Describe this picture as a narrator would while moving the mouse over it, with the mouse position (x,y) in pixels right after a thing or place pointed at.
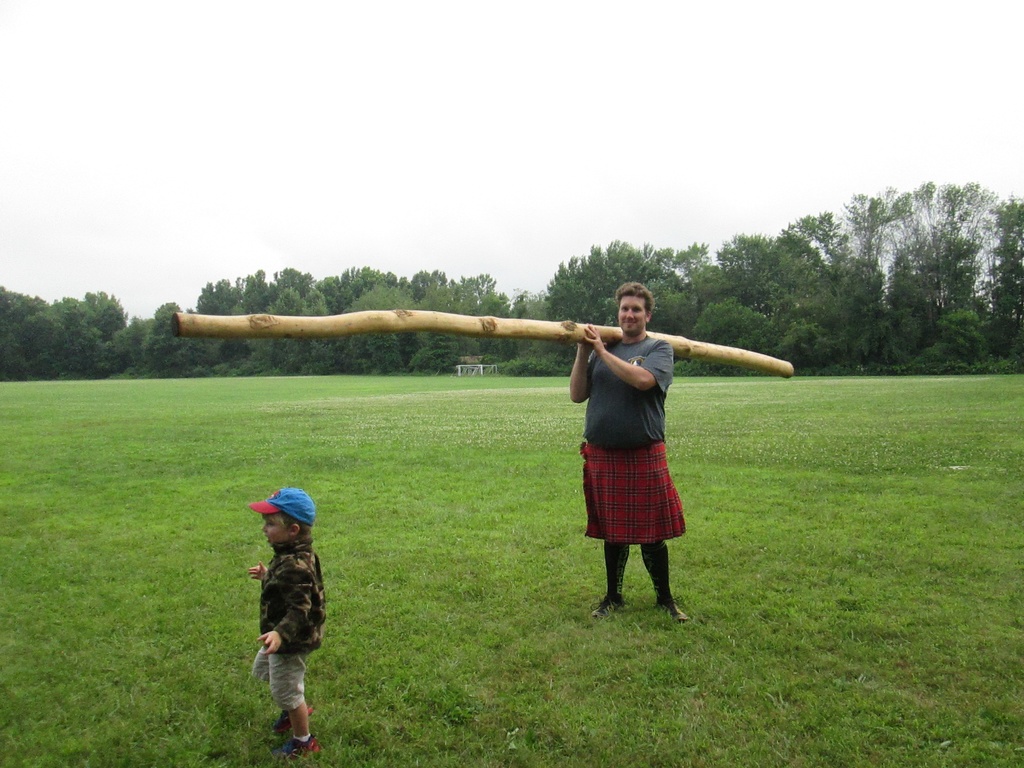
In this image, we can see a person (648,412) wearing clothes (648,452) and holding a wooden pole (555,325) on his shoulder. There is a kid (264,529) at the bottom of the image (261,573). There are trees (484,295) in the middle of the image (550,313). There is a grass (707,390) on the ground (522,490). There is a sky (541,202) at the top of the image (600,88).
